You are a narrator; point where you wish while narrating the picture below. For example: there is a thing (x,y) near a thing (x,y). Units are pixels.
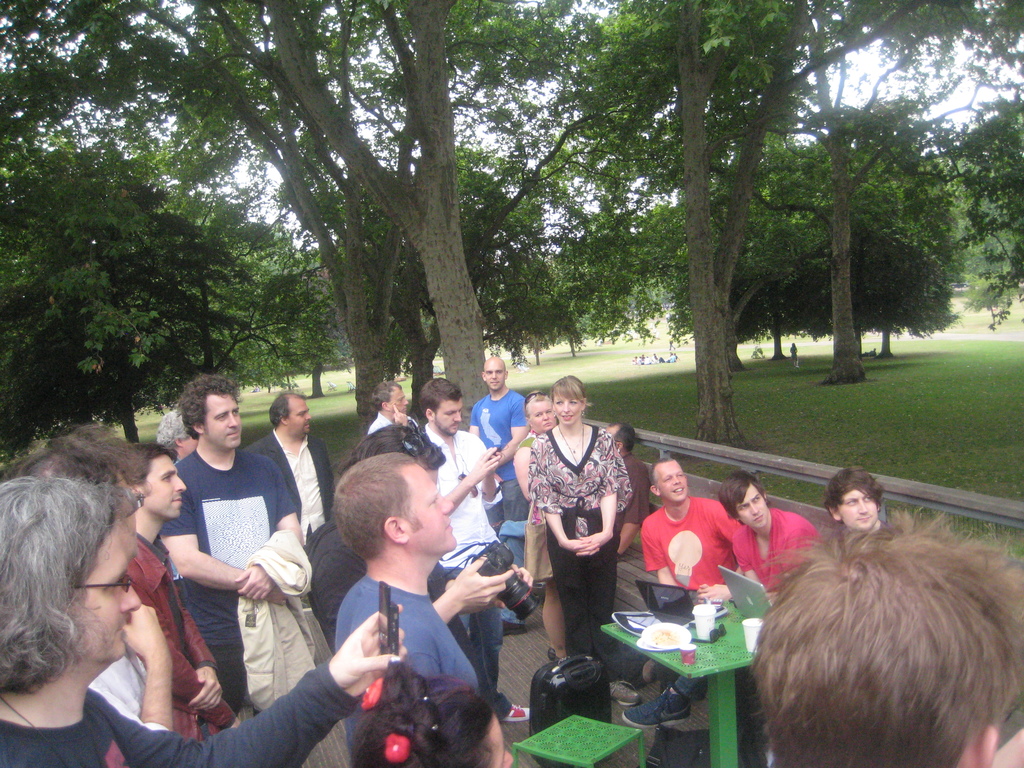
In this image I can see number of persons (363,541) standing and few of them are holding cameras (515,606) in their hands (371,652). I can see few persons (684,570) sitting in front of a green colored table (736,655) and on the table (730,672) I can see few laptops (756,597), few cups (711,606) and few other objects (682,630). In the background (736,437) I can see few trees (691,219), some grass (888,422), few persons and the sky (489,143).
